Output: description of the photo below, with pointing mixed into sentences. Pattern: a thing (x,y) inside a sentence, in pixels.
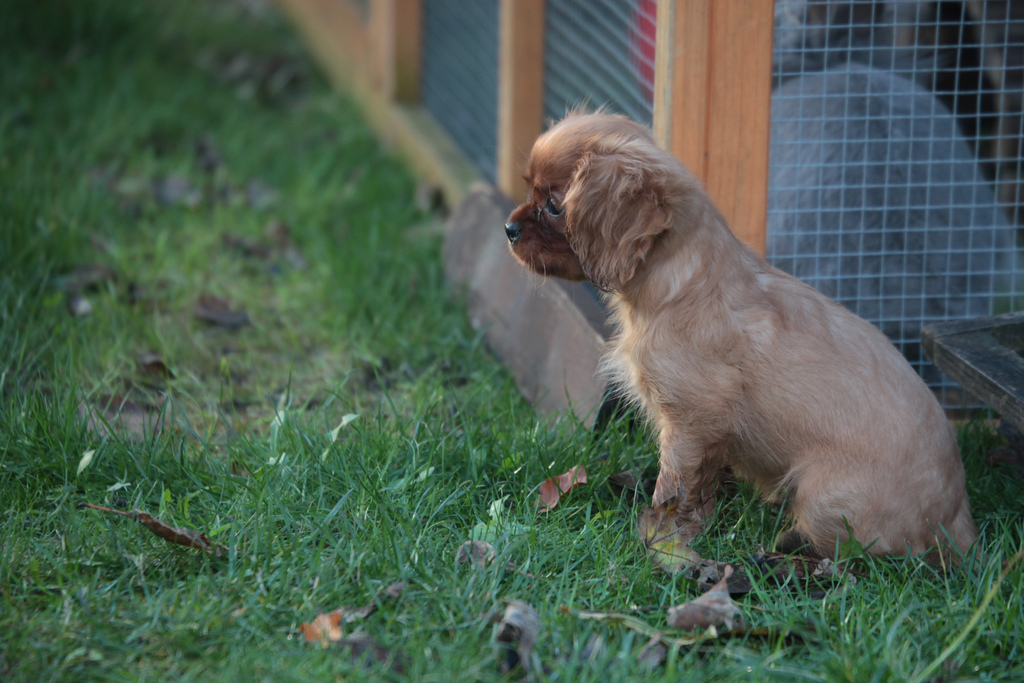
In this image we can see a dog (716,486) on the ground (910,611). We can also see some dried leaves (547,483), grass (176,459) and a metal grill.
